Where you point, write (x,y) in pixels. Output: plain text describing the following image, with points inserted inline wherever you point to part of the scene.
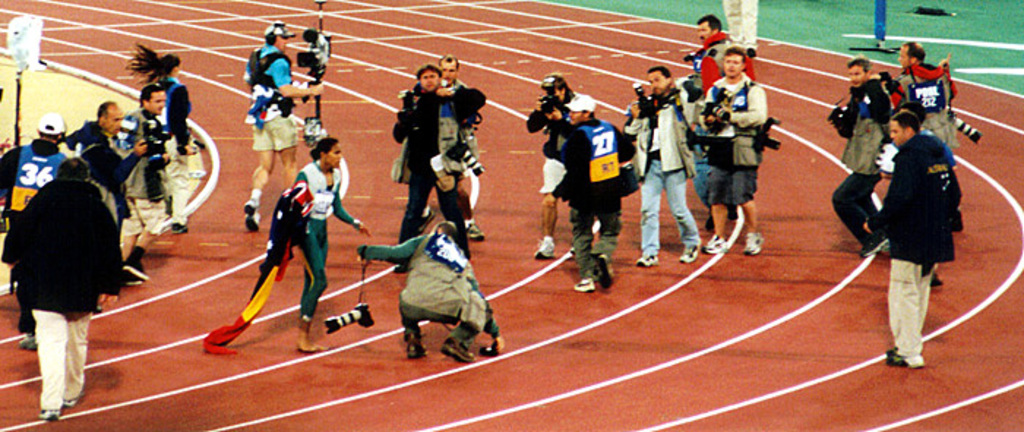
In the image in the center (577,189) we can see few people (547,142) were standing and holding some objects (637,89). In the background (603,4) we can see poles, grass (849,26) and few other objects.
